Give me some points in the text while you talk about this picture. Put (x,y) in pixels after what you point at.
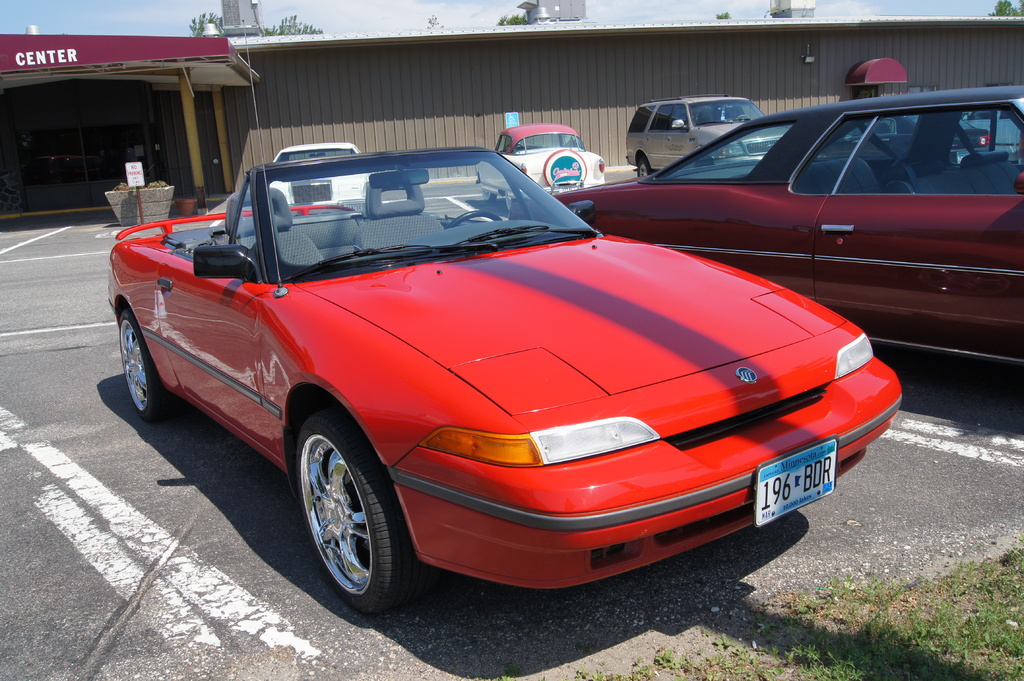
This image is clicked outside. There are cars (532,302) in the middle (598,429). There is a red color car (534,425) in the middle (568,345). There is sky (864,2) at the top (396,9). There are trees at the top (1017,1).
